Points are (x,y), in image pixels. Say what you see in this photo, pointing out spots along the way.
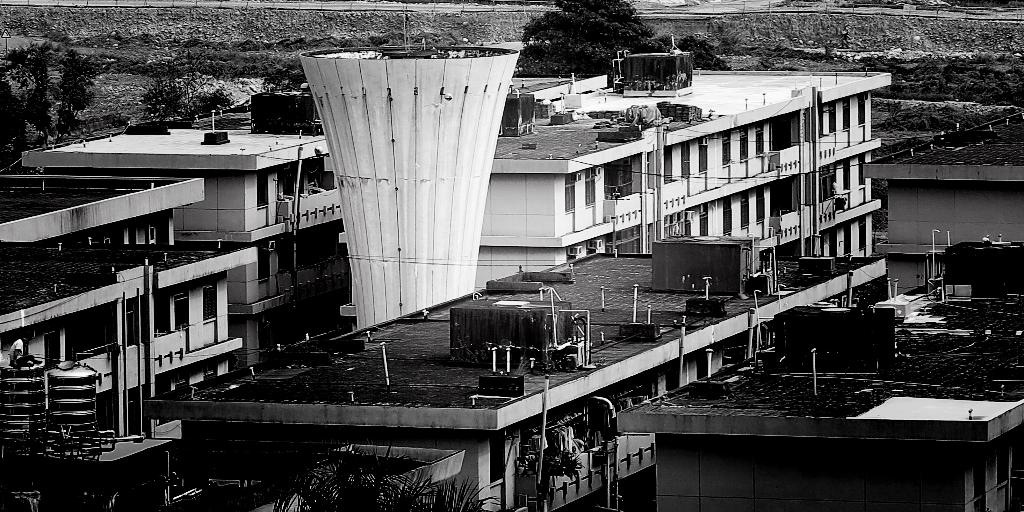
This is a black and white picture. In this picture we can see a few buildings (399,366), trees (288,77), tower (326,77) and a sign board (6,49) on the left side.
